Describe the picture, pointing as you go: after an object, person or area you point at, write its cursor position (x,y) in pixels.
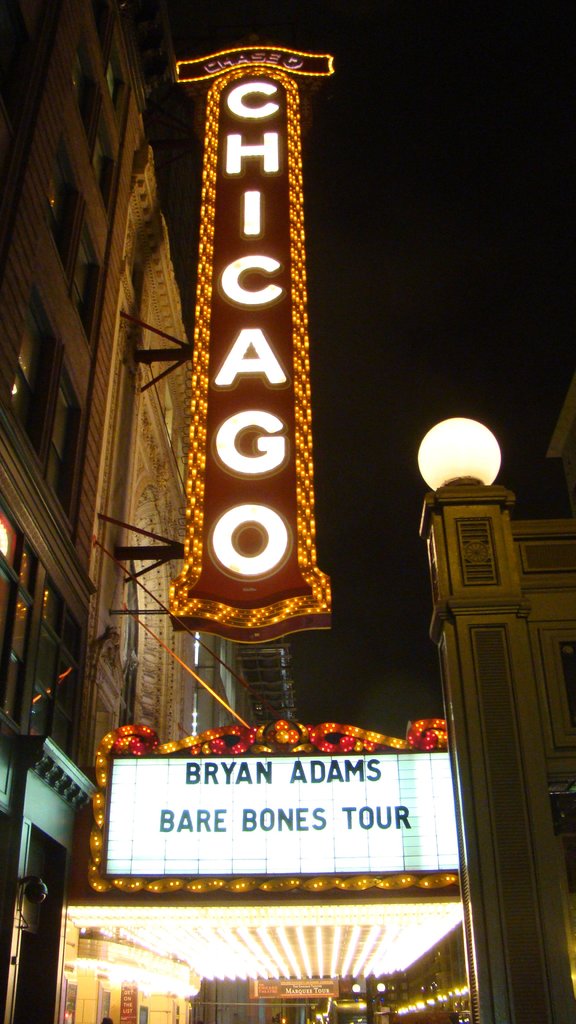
In this image we can see a shop (331,923) and banner (273,821). Left side of the image (151,378) building (88,526) is there with lights (239,363) of banner board (237,483). Right side of the image (501,665) one wall (479,531) is there with light (453,444).
